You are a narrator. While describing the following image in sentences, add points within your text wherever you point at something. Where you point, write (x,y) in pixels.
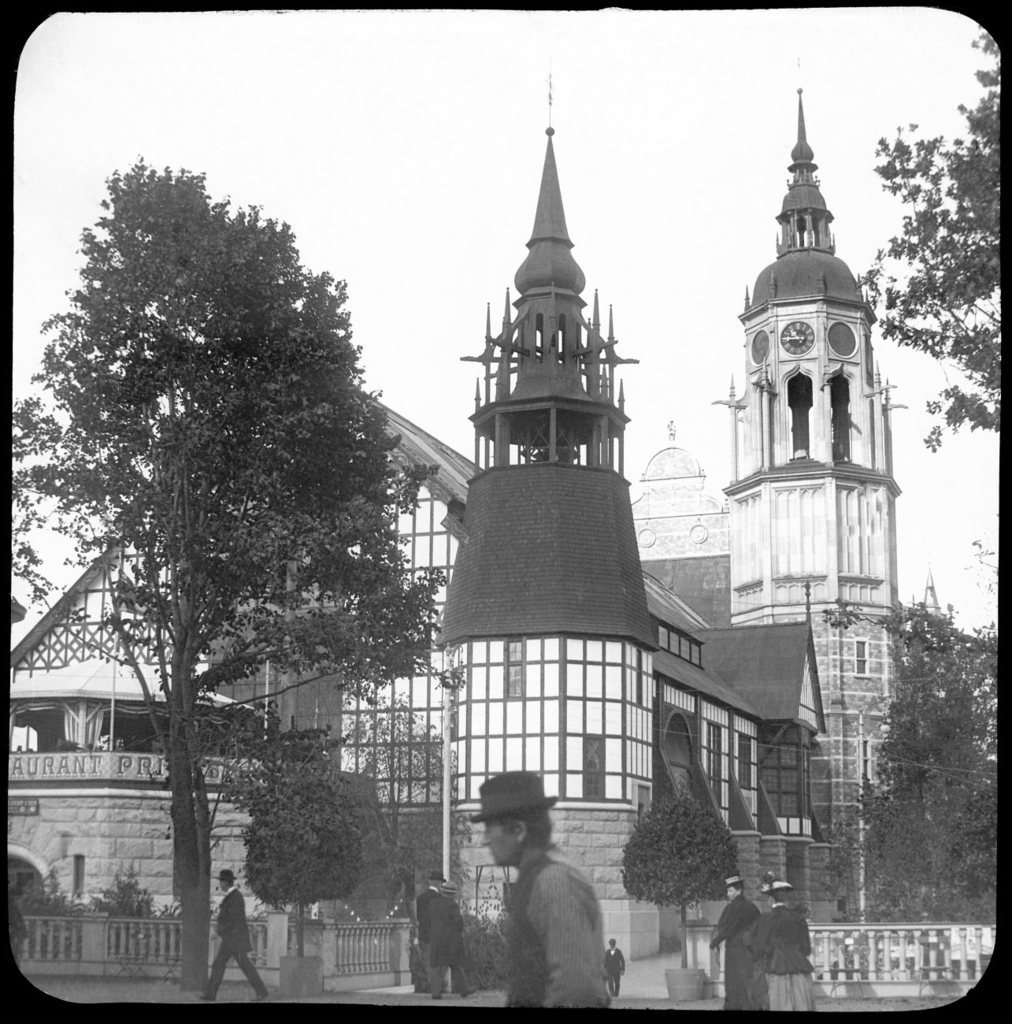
In this black and white image, we can see some trees (909,738). There is a building (522,716) in the middle of the image (596,507). There are some persons (748,1004) at the bottom of the image (782,973) wearing clothes (444,925). There is a sky (734,126) at the top of the image (734,126).
